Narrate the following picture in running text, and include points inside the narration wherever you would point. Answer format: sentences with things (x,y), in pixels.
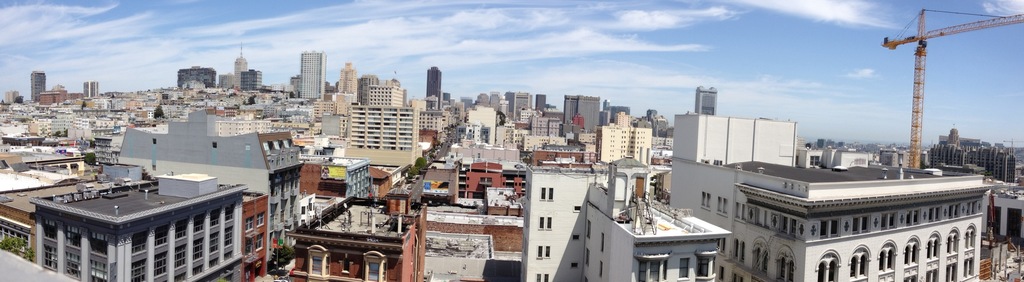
In the image we can see there are many buildings (162,201) and these are the windows (832,271) of the building (865,252). There is a crane (918,65), trees (286,257) and a cloudy sky (426,65).
